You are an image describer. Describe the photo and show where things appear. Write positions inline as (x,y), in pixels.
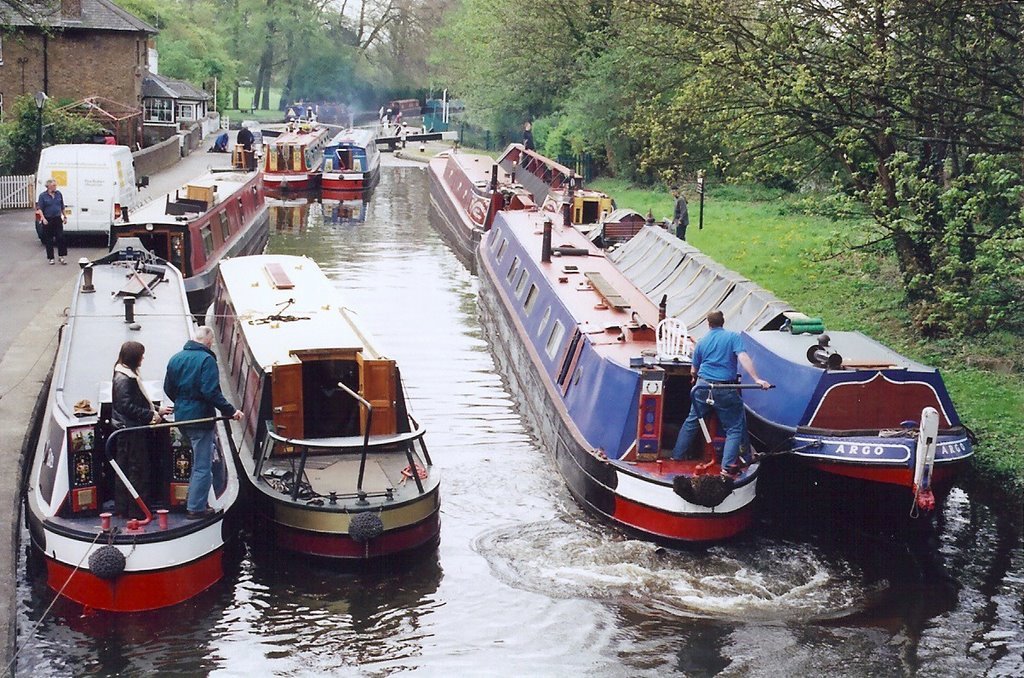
In this image I can see few boats (364,160) on the water (413,314). I can see few trees (703,119). I can see a building (112,85). I can see few persons (722,412). I can see a vehicle (82,197).
